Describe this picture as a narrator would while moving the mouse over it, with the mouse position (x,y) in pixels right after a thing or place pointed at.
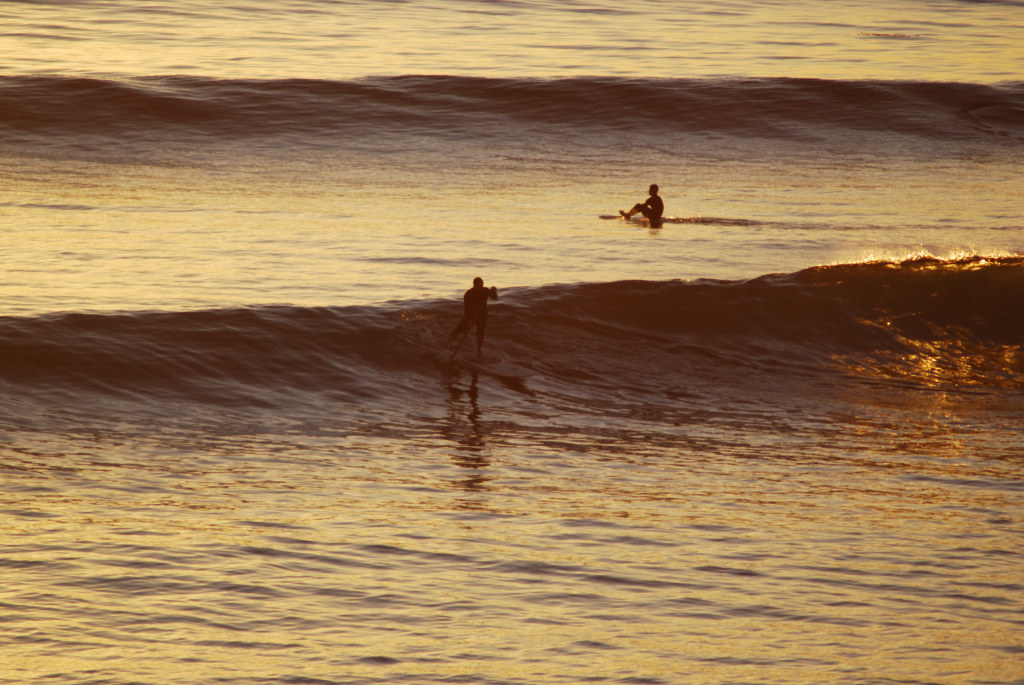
In this image we can see two persons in the water (669,368). Here we can see the waves (900,140).
